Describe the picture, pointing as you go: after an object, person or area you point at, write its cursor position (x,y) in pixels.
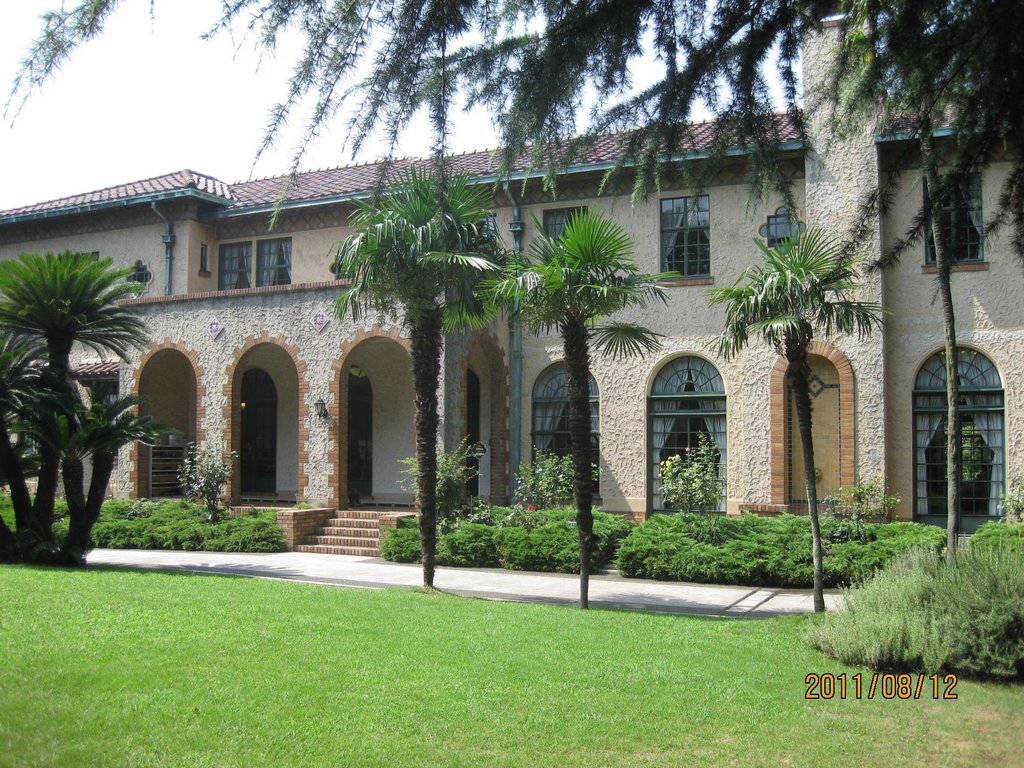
In this picture we can see grass (662,631), few plants (926,641), trees (849,260) and a building (810,217), and we can find few pipes (518,455) on the walls (372,310), at the right bottom of the image (860,690) we can see timestamp (893,680).
